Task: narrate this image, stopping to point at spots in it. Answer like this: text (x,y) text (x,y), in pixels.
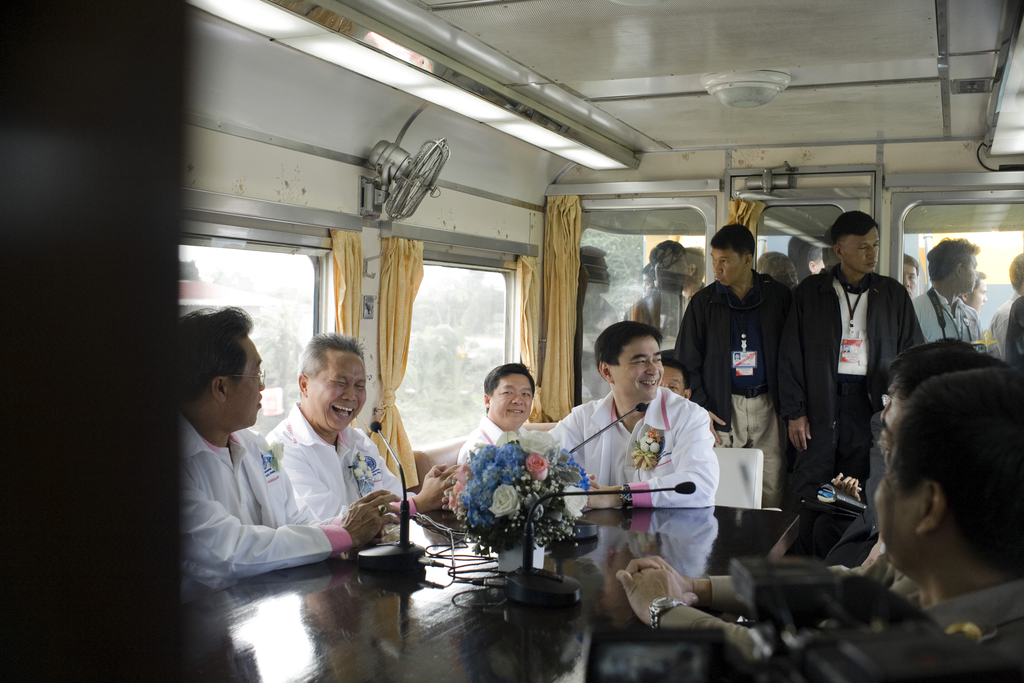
This picture might be taken in the inside of vehicle (902,263), in this picture in the center (630,444) there are some people (370,470) who are sitting. In front of them there are some mics (529,552), and table (470,568) on the table (355,608) there is one flower bouquet (494,501). In the background (782,306) there are some people (843,295) who are standing, and there are some curtains (528,267) lights (519,140) and fans (440,171).
